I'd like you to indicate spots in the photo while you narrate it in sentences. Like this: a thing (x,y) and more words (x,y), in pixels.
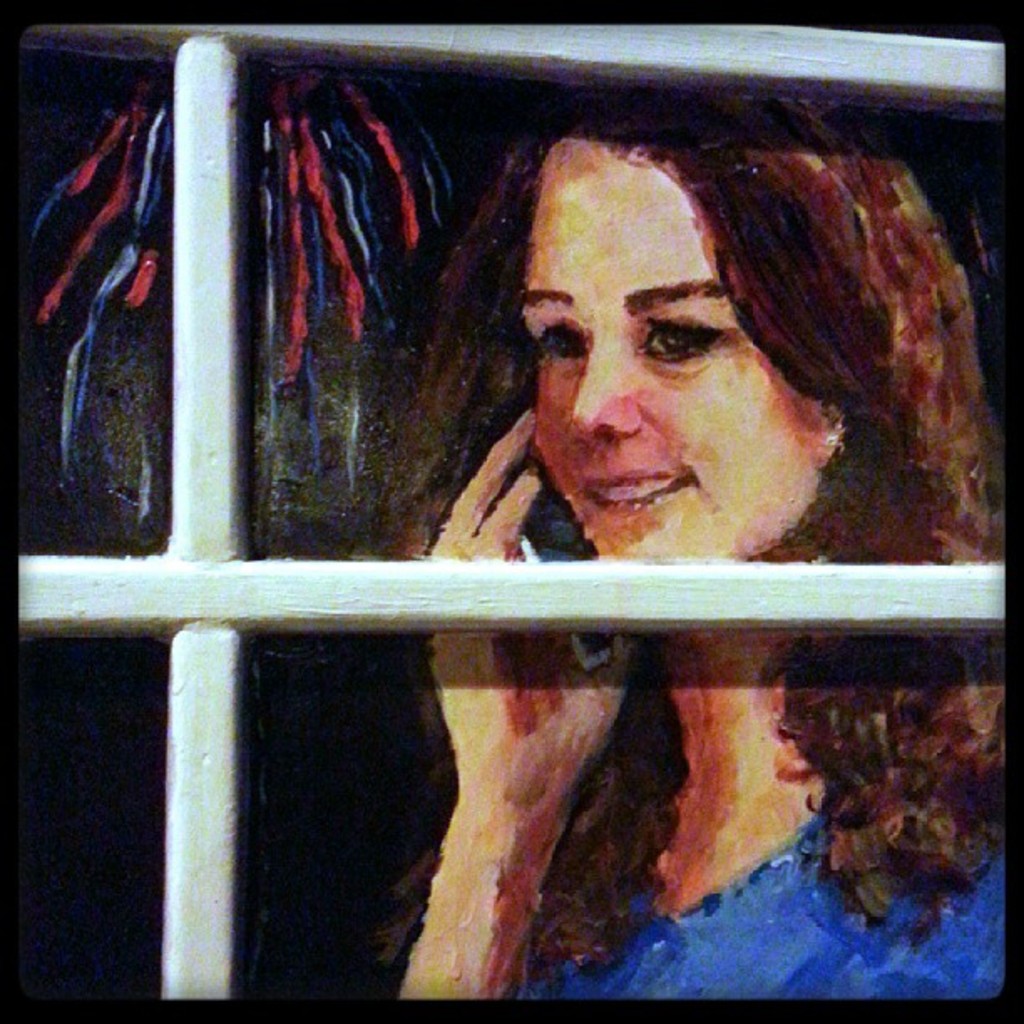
It is a painted image. In this image in front (91,646) there is a window (300,741). There is a person (620,431) holding the mobile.
